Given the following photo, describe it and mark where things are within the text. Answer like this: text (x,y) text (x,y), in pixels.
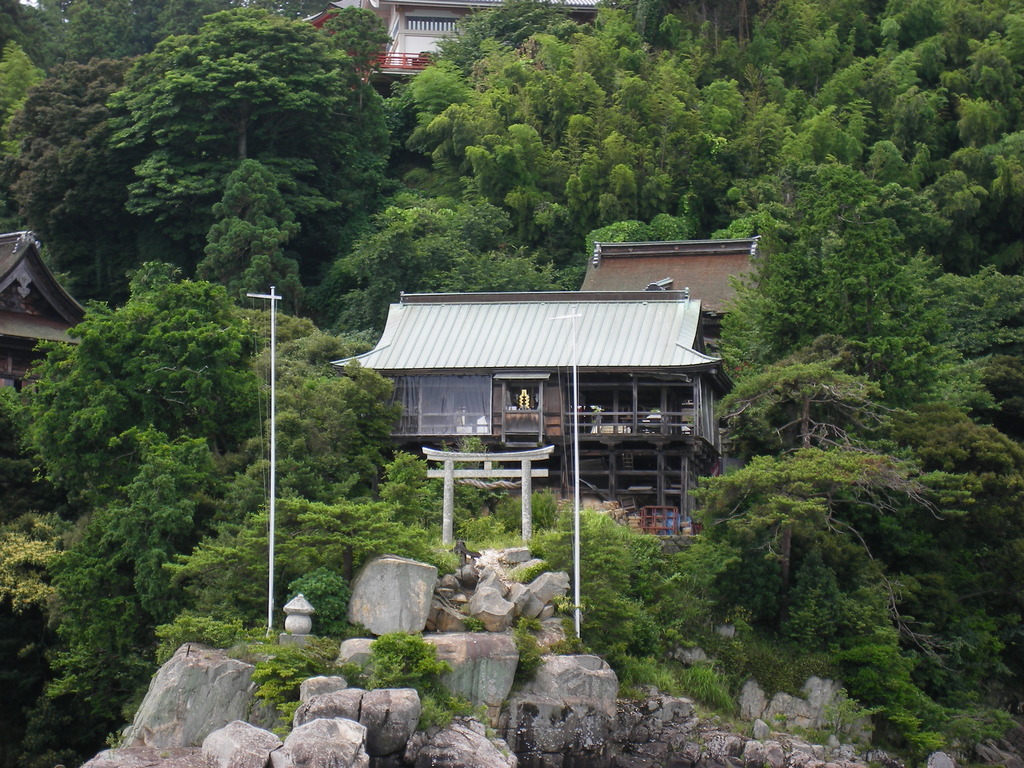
This is an outside view. At the bottom (194,732) there are few rocks (252,692) and two poles (272,629). In the background (574,233) there are few buildings (30,269) and many trees (569,132).
